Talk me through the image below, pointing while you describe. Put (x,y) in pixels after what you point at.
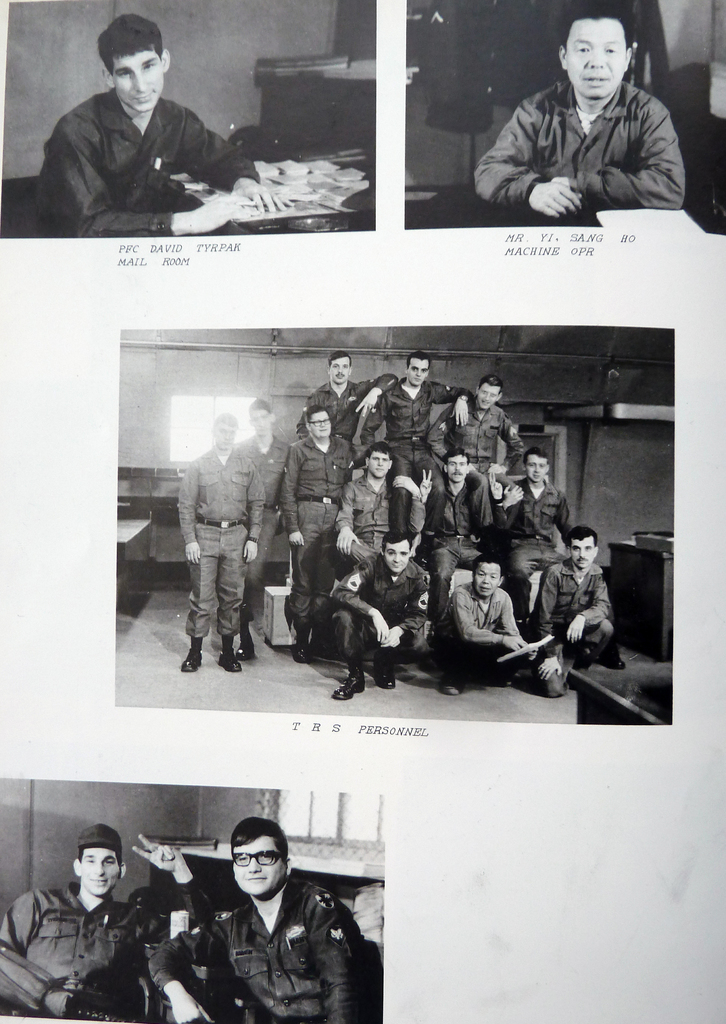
In the picture I can see collage of few images (376,402) which has something written below it.
